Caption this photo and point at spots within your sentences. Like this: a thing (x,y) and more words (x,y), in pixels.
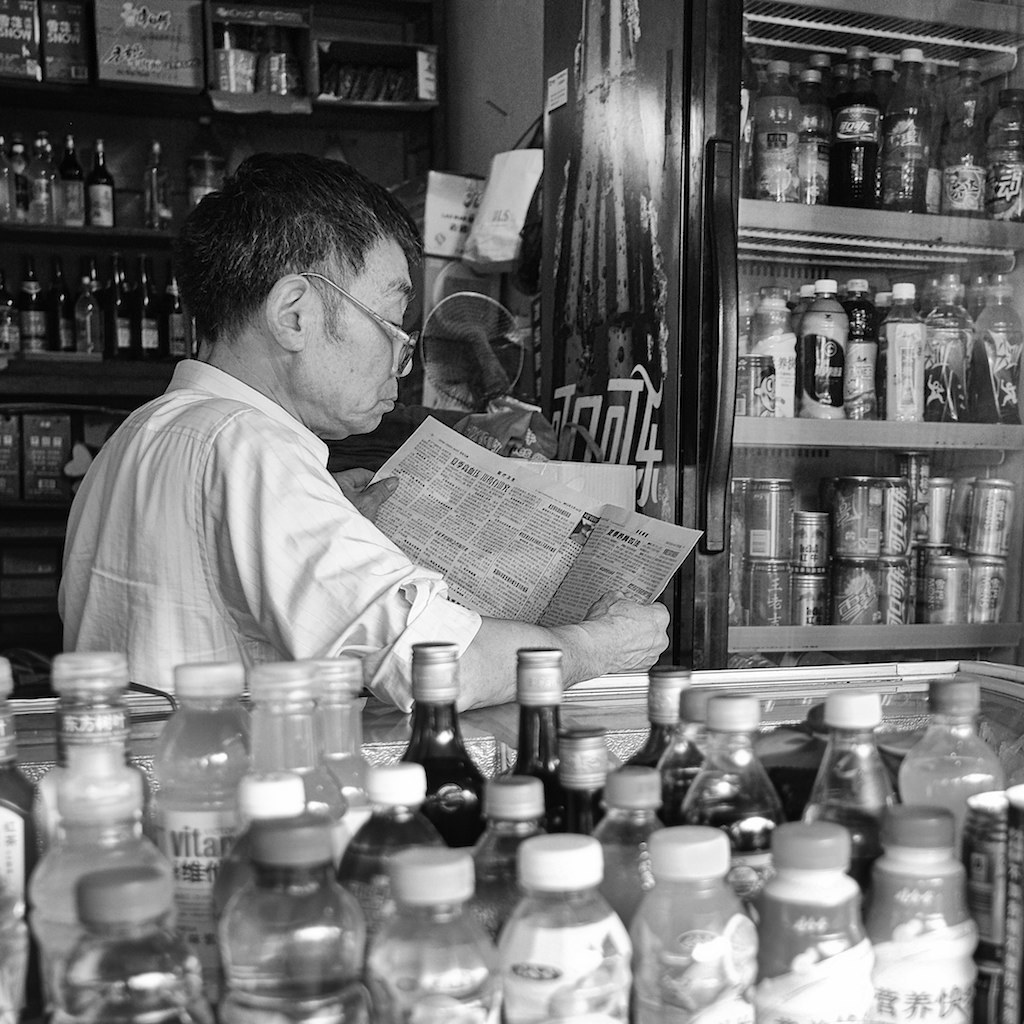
A man (230,218) is sitting in a store (692,638) and reading newspaper (663,576).
